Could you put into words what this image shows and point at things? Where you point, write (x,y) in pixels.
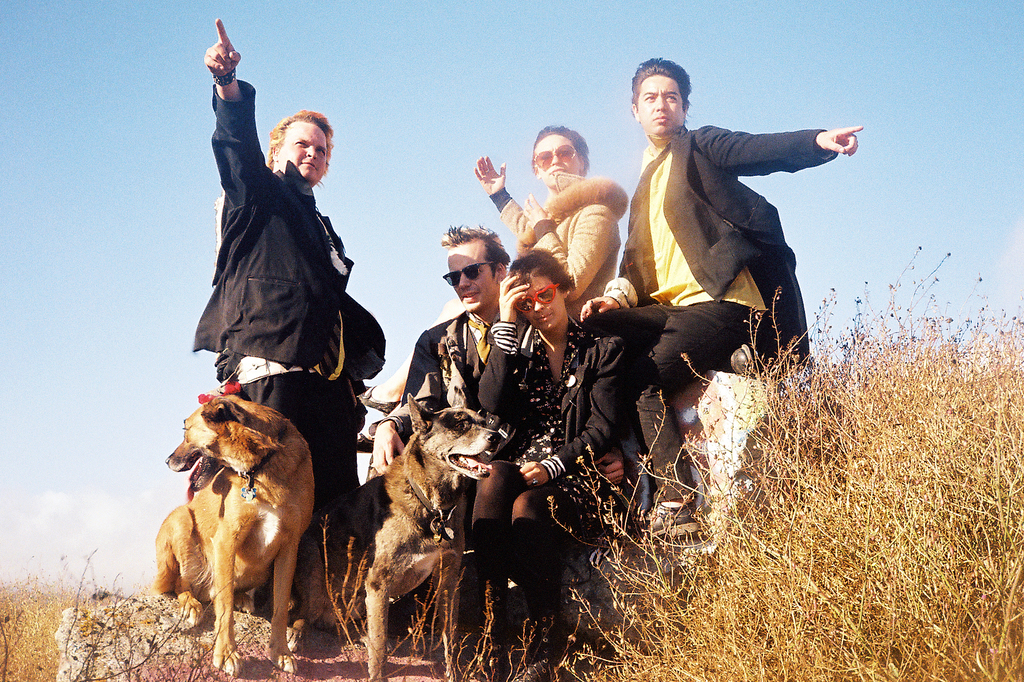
In this image there are three men (641,265) and two women (601,221), in front of them there are two dog (277,492), on the right side (850,503) there is grass (865,579), in the background (867,48) there is sky (562,104).
